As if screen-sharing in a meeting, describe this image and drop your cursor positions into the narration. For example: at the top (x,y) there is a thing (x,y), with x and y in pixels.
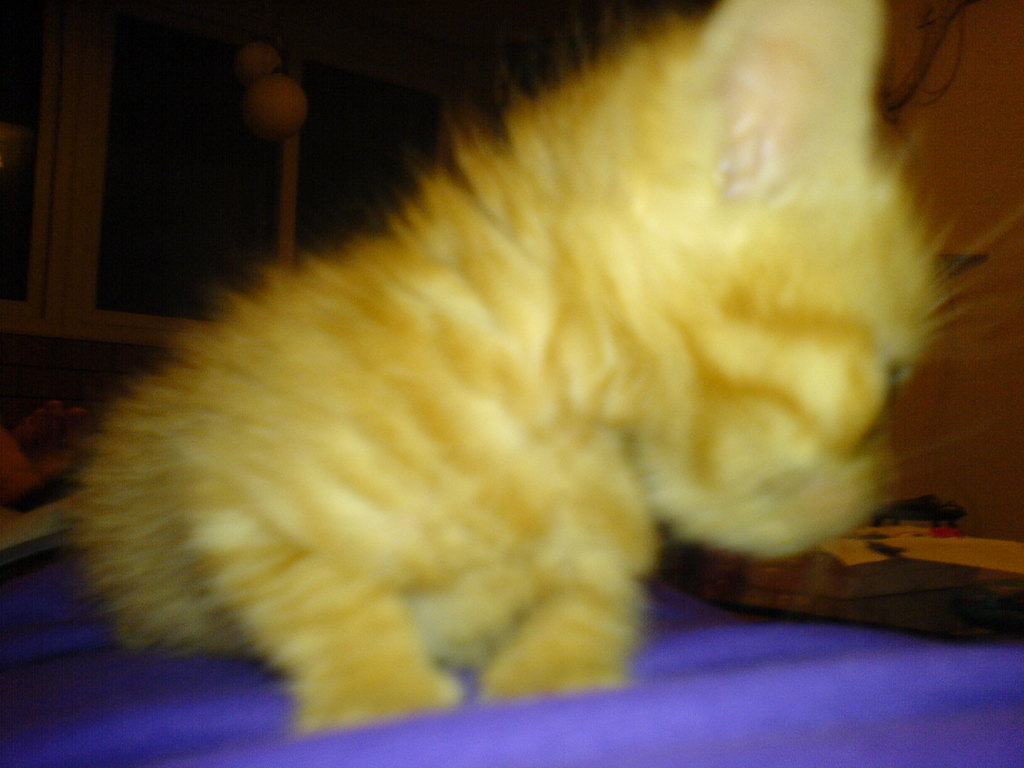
There is a yellow color animal (459,375) sitting on a violet color bed sheet (718,697).
